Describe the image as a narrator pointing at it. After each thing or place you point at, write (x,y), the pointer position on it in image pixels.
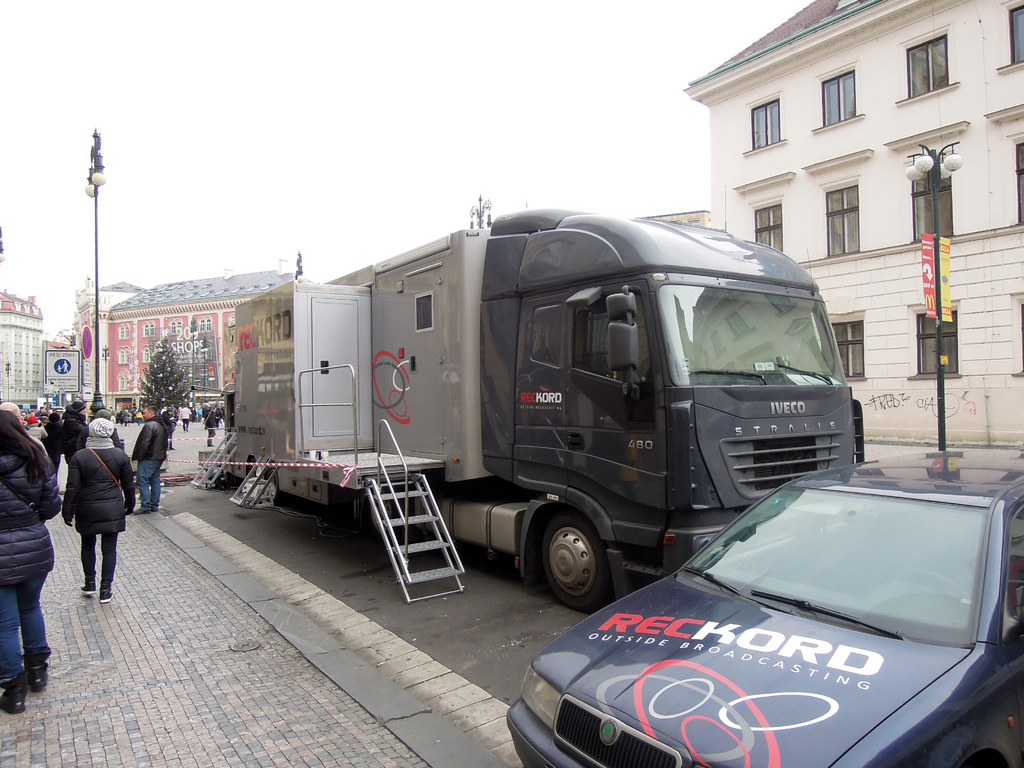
This image is taken outdoors. At the bottom of the image (266,670) there is a floor (305,674) and a road (336,563). On the right side of the image (885,527) a car (741,562) is parked on the road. In the middle of the image (527,344) a truck (353,341) is parked on the road (300,506). In the background (1009,296) there are a few buildings (16,330) and poles (934,175) with street lights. There is a tree (169,385) and there are a few boards (72,363) with text (61,355) on them. On the left side of the image (144,441) a few people (33,683) are walking on the sidewalk (172,556).
